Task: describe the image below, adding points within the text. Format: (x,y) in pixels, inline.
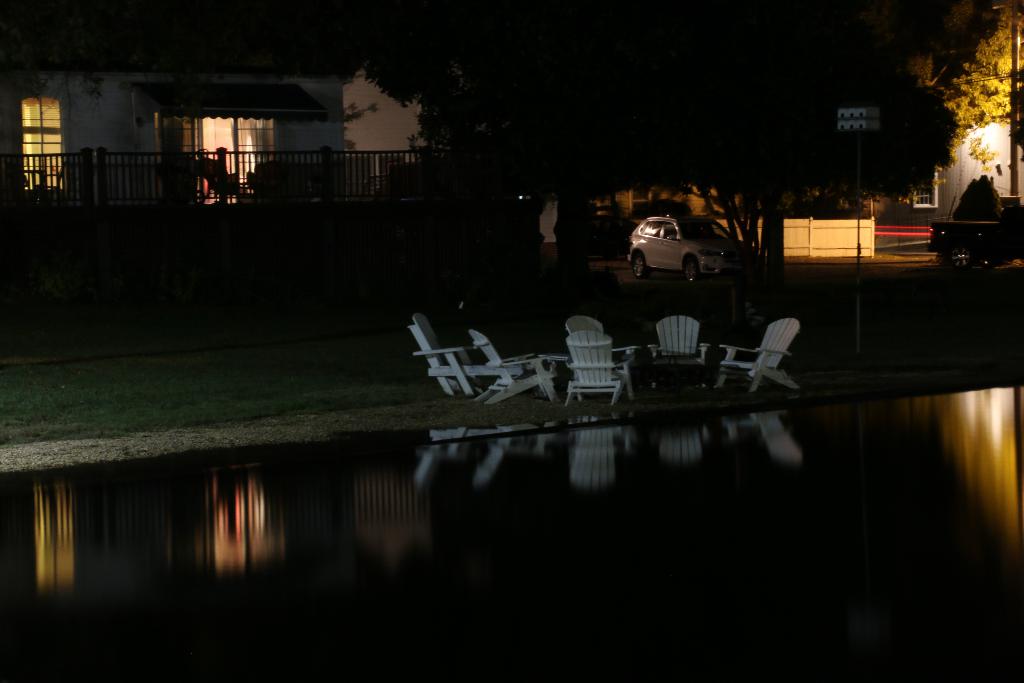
In this image we can see chairs (577,359), water (708,447), grass (64,336), poles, car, fence (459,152), trees (485,147), wall (659,191), and a house (31,172).
